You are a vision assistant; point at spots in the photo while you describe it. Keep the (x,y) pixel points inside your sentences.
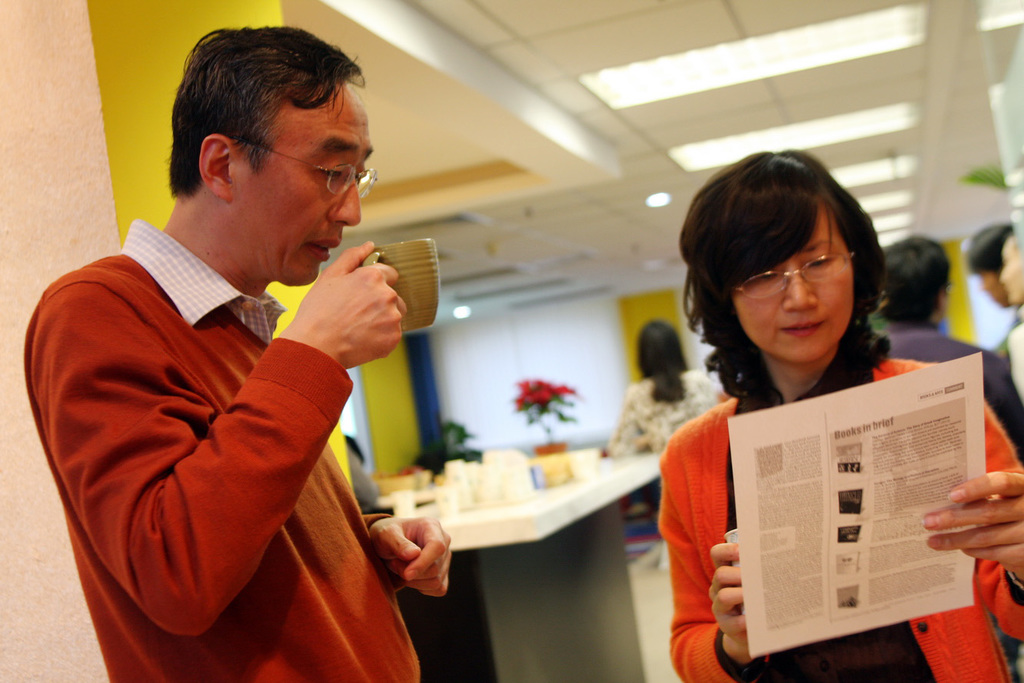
In this image, we can see people (336,362) and some are wearing coats (216,474) and glasses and there is a man (295,407) holding a cup (412,316) and a lady (737,402) holding a paper (815,447). In the background (765,50), there are lights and there is a wall (96,207) and we can see flower plants (528,399) and some other objects (525,460) on the stand (540,494).
